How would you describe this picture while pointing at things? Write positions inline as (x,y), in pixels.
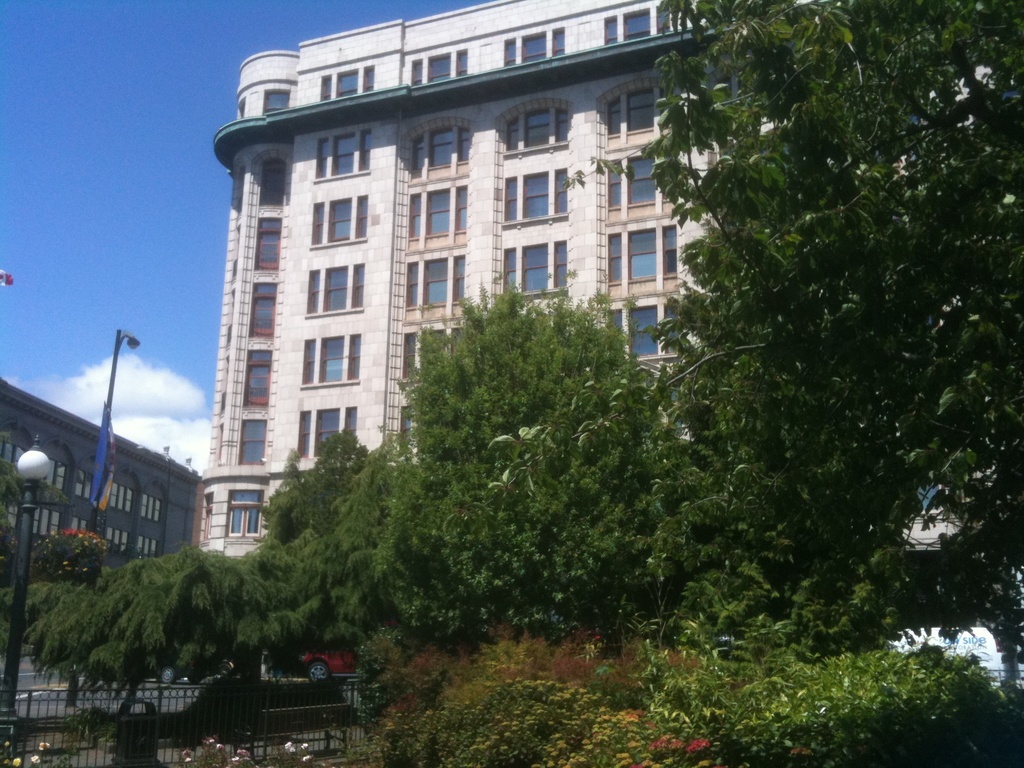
In this image we can see trees (618,393), fence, cars (316,661) on the road (30,683), light poles (15,684), banner (98,485), buildings (44,479) and sky (172,182) with clouds (172,428) in the background (149,271).
